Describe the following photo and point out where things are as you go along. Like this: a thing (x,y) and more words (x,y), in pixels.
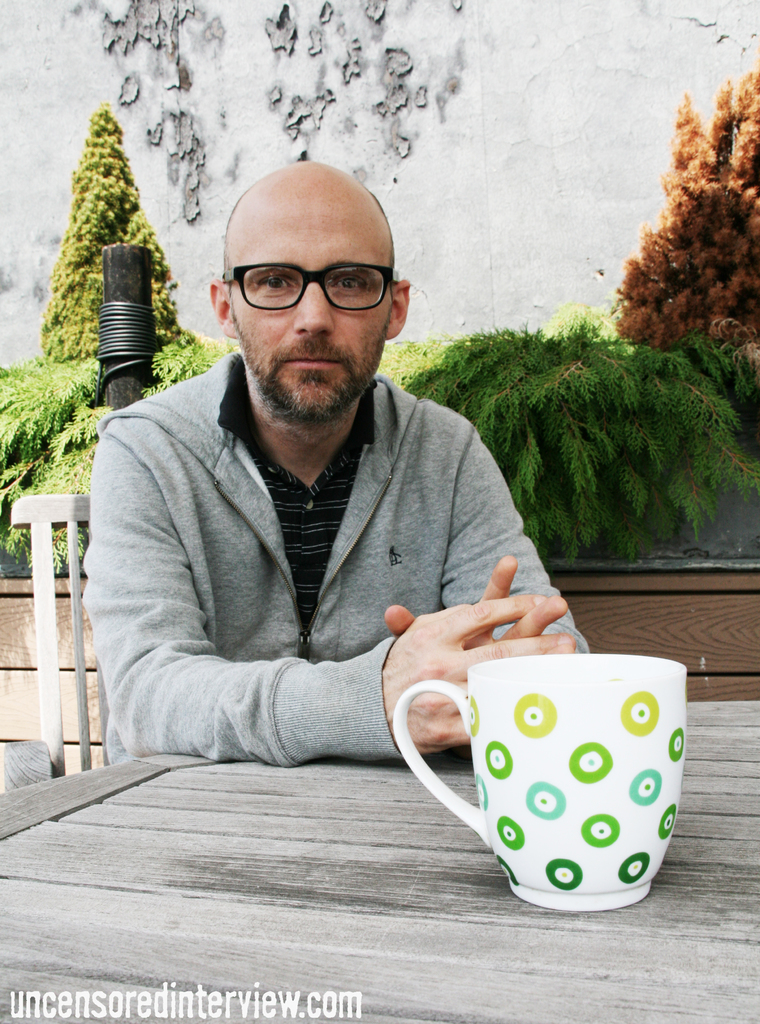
In this image a man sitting on a chair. This is a wooden table (299,934) where a cup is kept on it. In the background (671,398) we can see a wall (611,128) and a tree (128,188).
